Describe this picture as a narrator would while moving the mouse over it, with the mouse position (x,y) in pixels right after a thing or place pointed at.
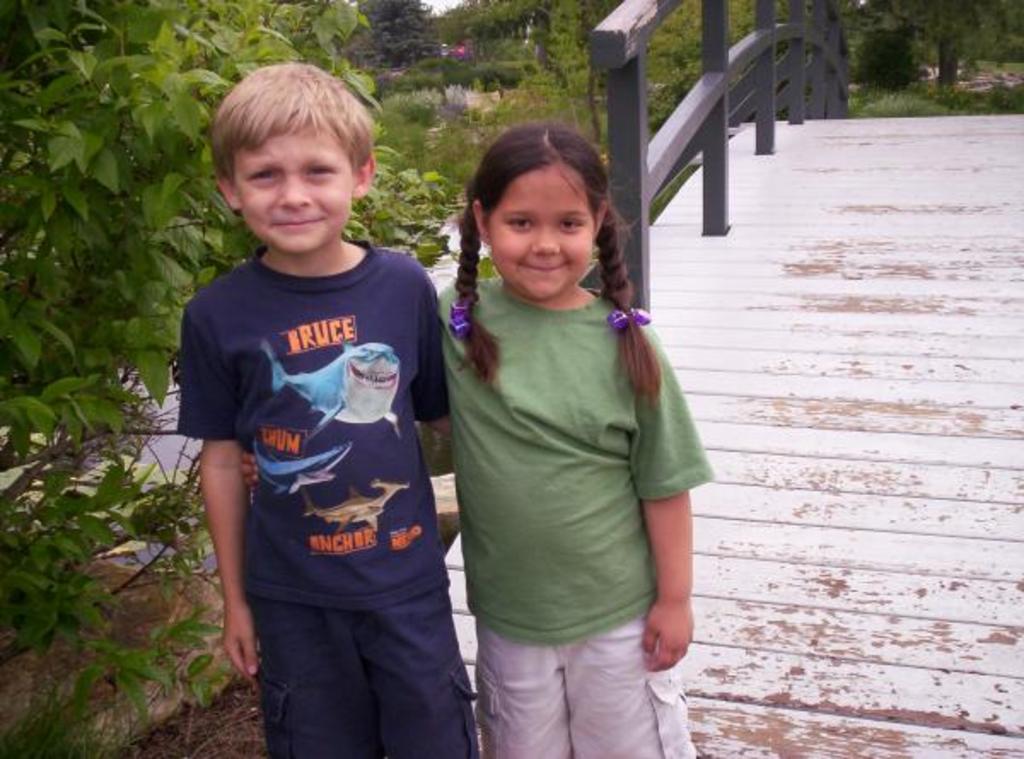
In this image, we can see two kids (277,500) standing and we can see the wooden bridge (930,229), there are some green plants (539,98) and trees (478,19).
